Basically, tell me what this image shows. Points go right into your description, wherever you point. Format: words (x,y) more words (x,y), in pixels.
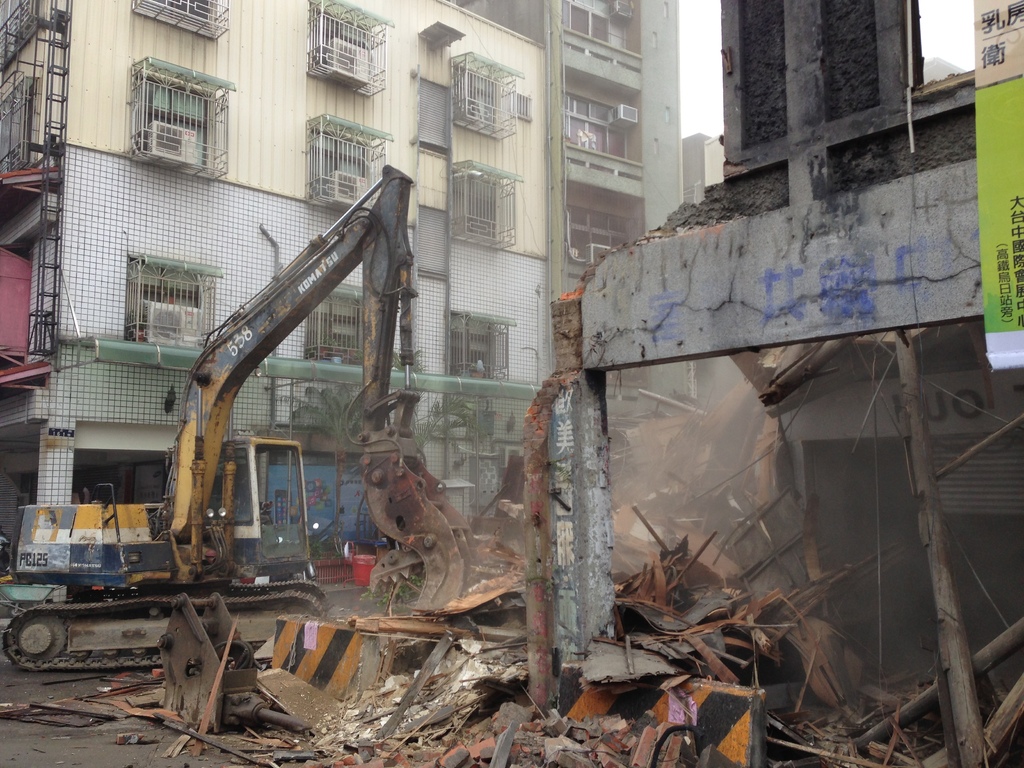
In this picture we can see an excavator (161,523) on the road (143,760), banners (1002,41), buildings (637,228) with windows (134,120) and in the background (689,23) we can see the sky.
